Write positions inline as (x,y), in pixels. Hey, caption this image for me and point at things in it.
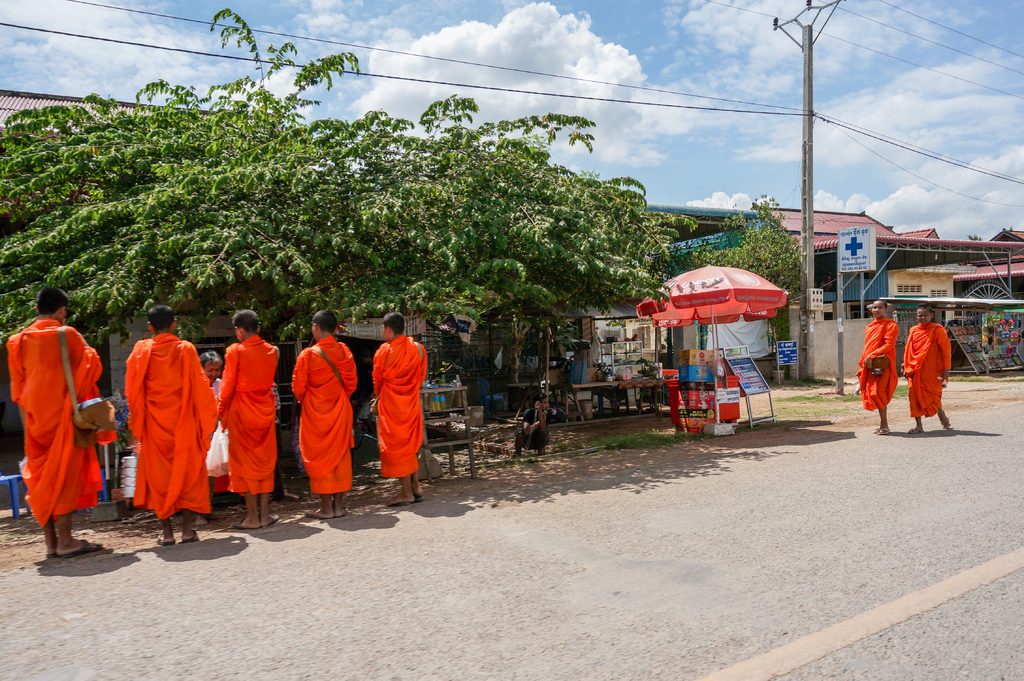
This image is clicked outside. There are trees (390,208) in the middle (426,270). There is sky (375,61) at the top (375,61). There are some saints (50,301) in the middle (385,373). There are shops (435,412) in the middle (671,393).
